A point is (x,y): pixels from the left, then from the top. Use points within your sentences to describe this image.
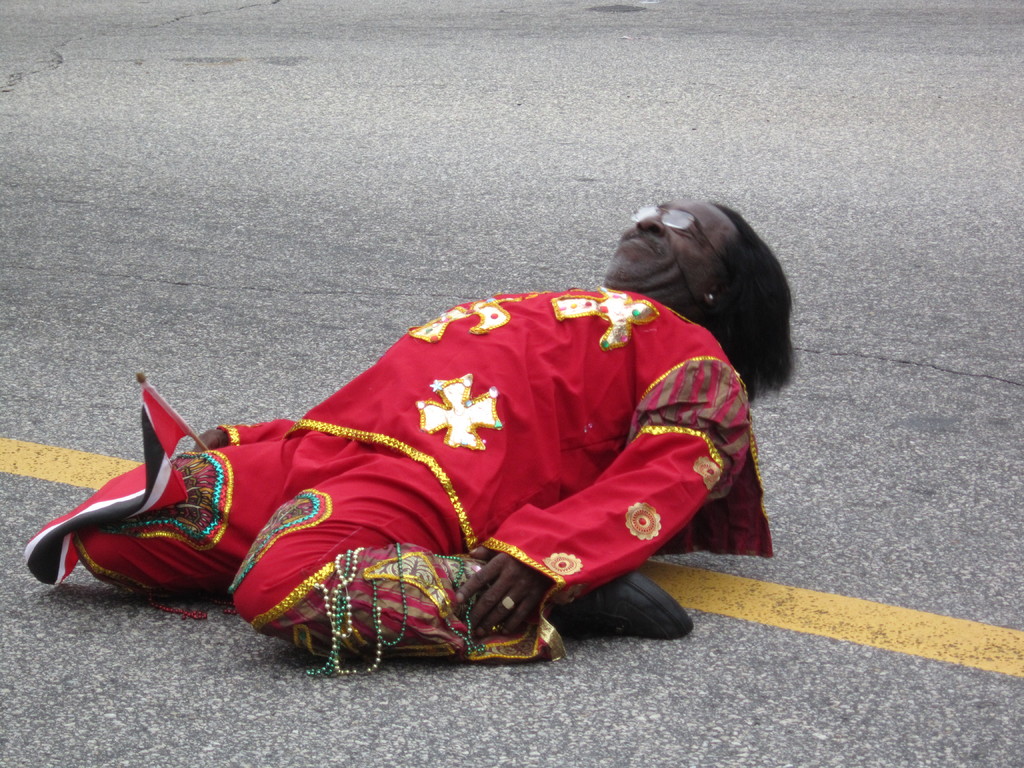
The person (444,391) wearing red dress (421,383) is sitting on his legs (441,592) on the road (321,387) and lying down.
